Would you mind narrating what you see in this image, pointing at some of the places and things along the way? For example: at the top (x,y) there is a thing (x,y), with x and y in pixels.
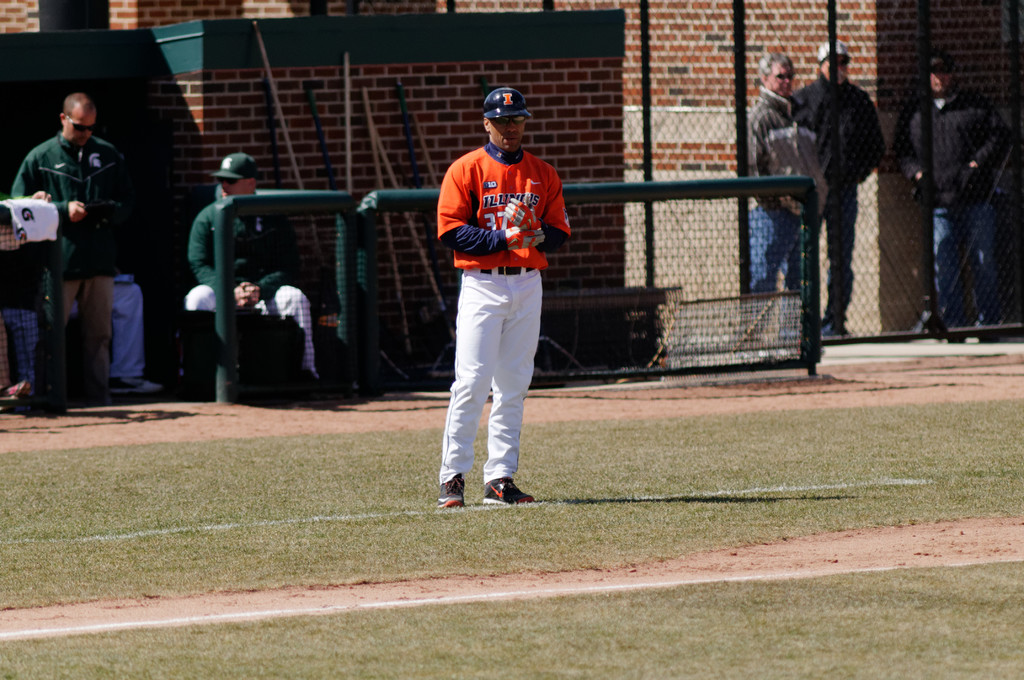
In the center of the image (469,259) there is a person (476,210) standing wearing a orange color t-shirt (486,168) and a cap (509,110). In the background of the image (725,9) there is wall (552,83). There are people (223,178). There is a fencing (748,100). At the bottom of the image (466,616) there is grass (404,616).
